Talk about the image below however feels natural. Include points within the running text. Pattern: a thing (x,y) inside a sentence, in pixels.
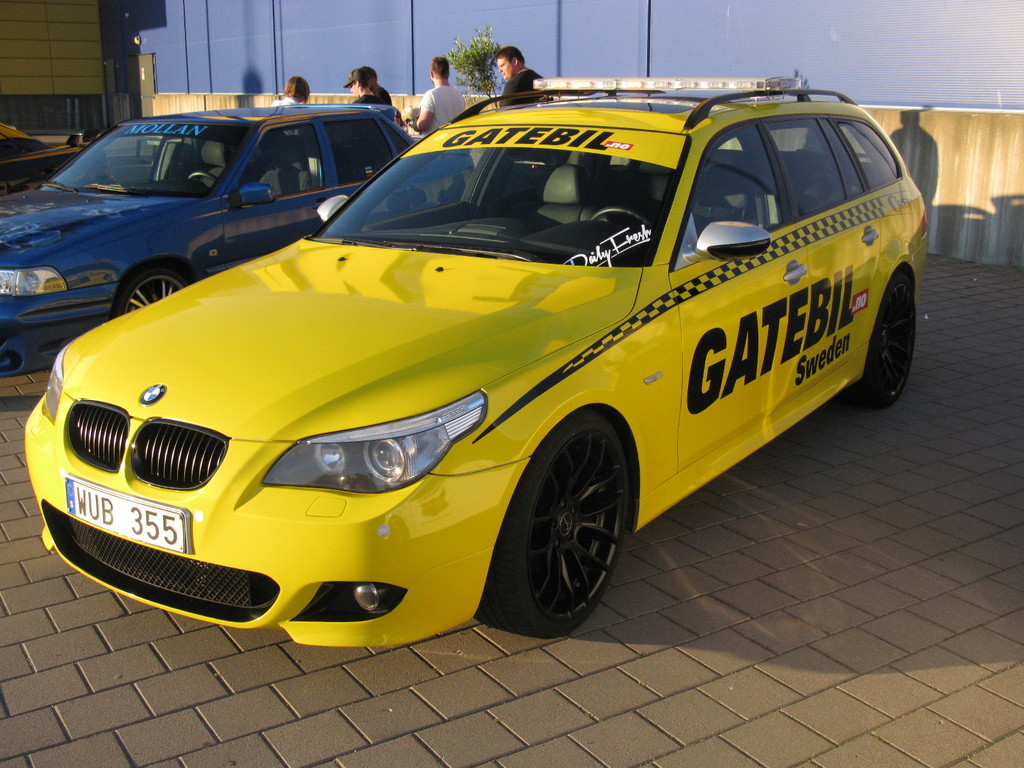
In this picture we can see two cars (366,452) in the front (121,358), there are some people (375,100) standing in the background (314,102), on the left side (38,79) there is a wall (88,53), we can also see a plant (485,60) in the background (468,54).
